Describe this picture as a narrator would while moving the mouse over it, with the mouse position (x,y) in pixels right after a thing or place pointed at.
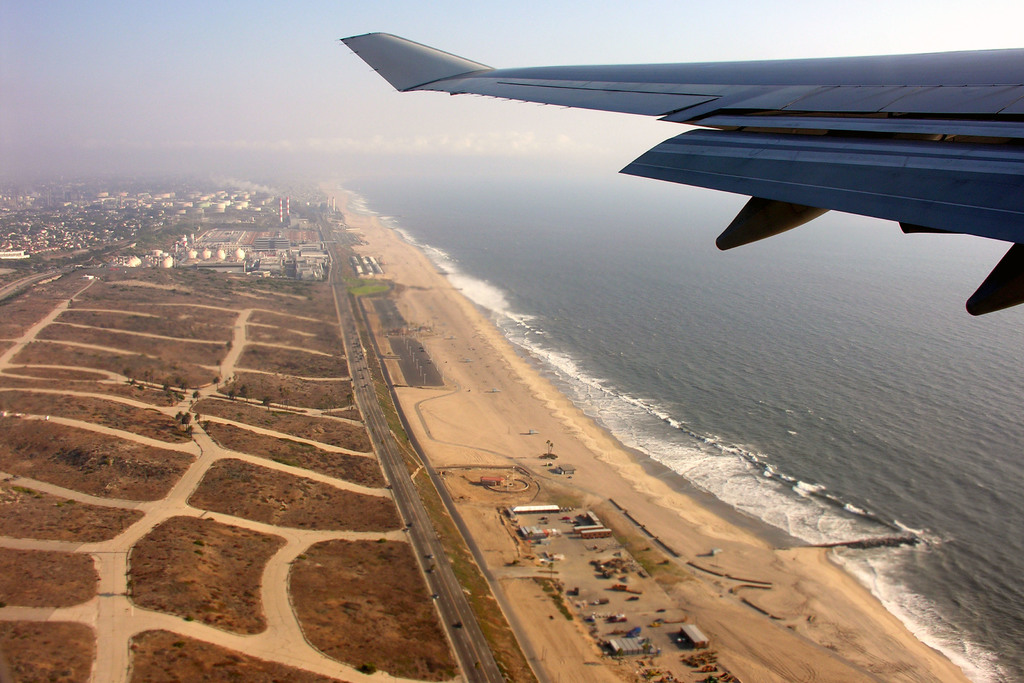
We can see airplane wing (939,218) in the air. We can see trees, road (242,344) and water (761,394). In the background (27,232) we can see buildings (321,269) and sky (440,104).
